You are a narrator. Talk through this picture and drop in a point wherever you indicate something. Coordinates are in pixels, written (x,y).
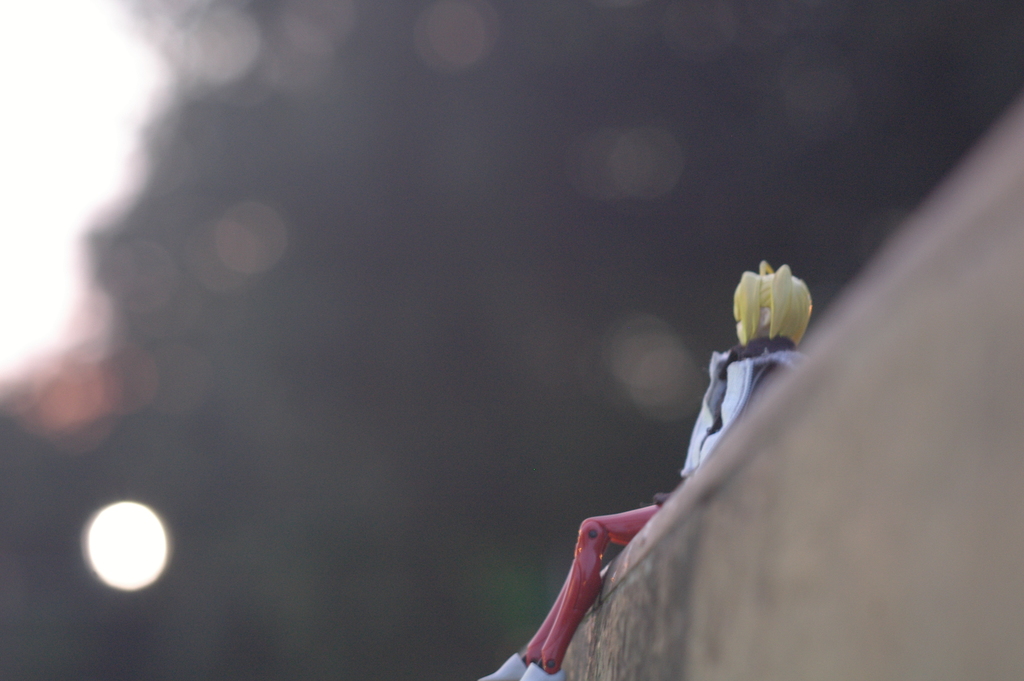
In this image we can see a doll (698,459) on the wall (889,560). In the background (108,555) there are lights (152,553).
